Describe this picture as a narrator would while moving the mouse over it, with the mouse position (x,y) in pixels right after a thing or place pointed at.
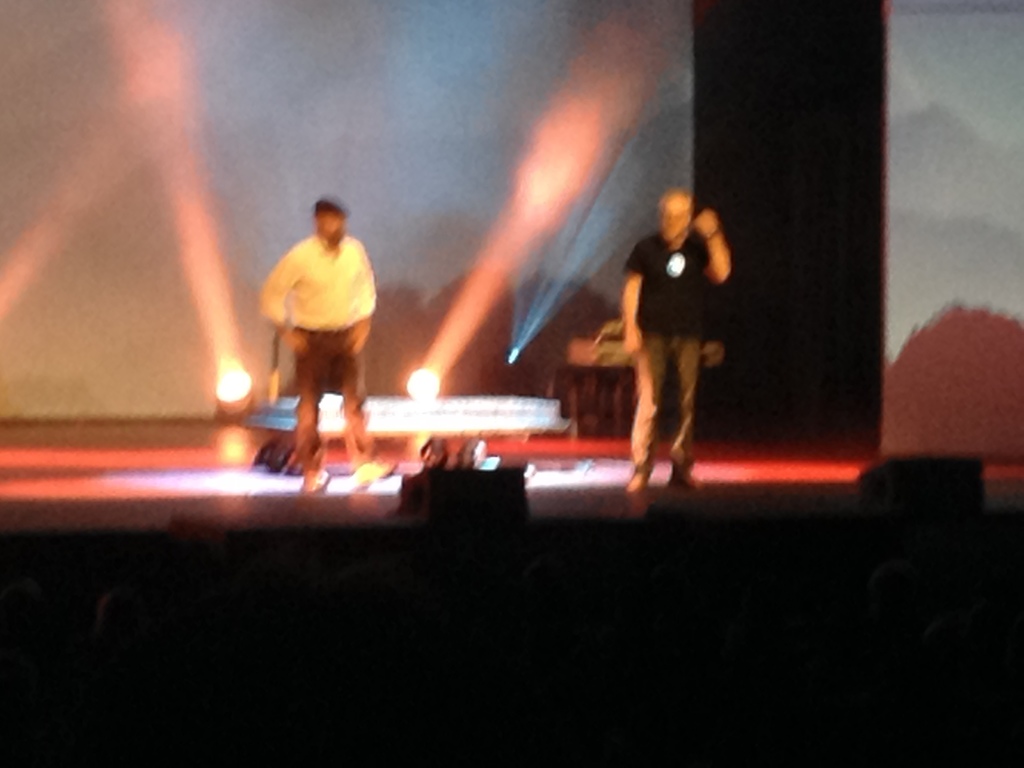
This image is taken indoors. In the middle of the image (553,506) there is a dais (544,507) and there are two lights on the dais (227,477). Two men (305,480) are standing on the dais (258,483). In the background (370,368) there are two lights (230,389) and there is a screen (442,144).
